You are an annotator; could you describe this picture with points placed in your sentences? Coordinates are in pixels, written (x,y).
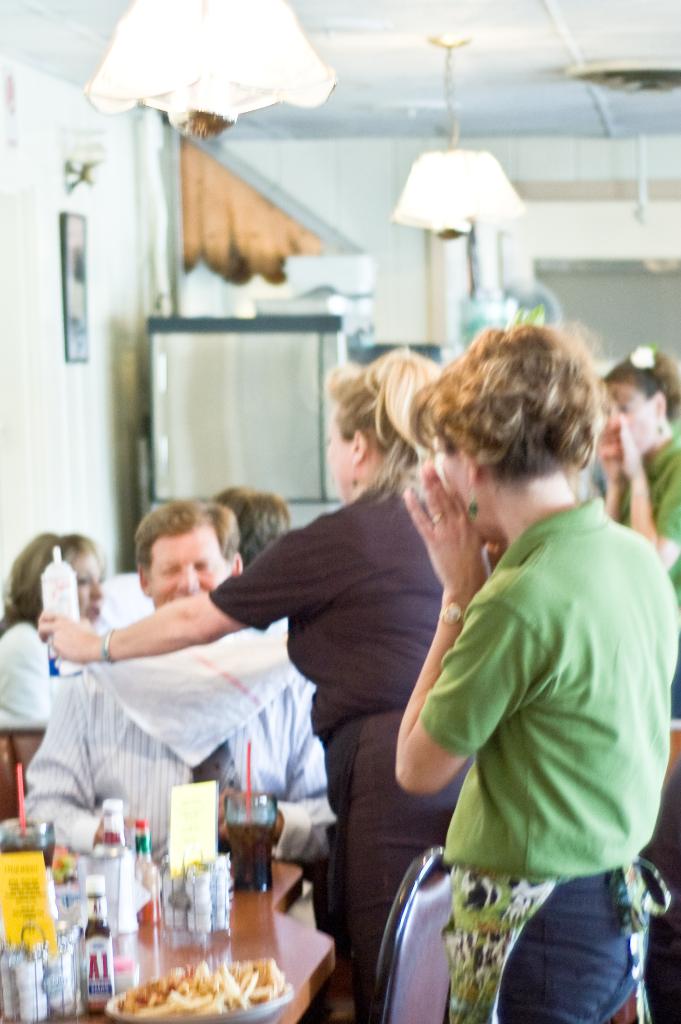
In this image there are two women (390,558) who are standing on the right side (483,683) on the left side (113,739) there are group of people (186,557) who are sitting on a chair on the bottom corner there is one table (271,942) on the table (264,934) there are some glasses (251,876) and bottles (89,925) and plates (202,964) are there on the top (451,69) there is ceiling (365,66) on the ceiling (541,97) there are some lights (477,193) on the left side (64,176) there is one wall (91,397) on the wall (89,457) there is one photo frame (79,281).
